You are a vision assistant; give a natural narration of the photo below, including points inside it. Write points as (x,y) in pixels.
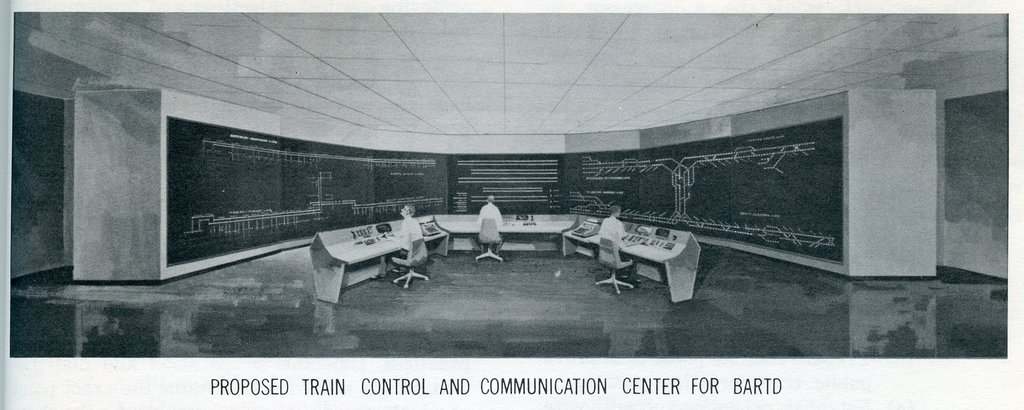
In this picture, we can see a poster (556,267) with some images like a few people (399,257) sitting in a chair (415,247), table (648,237), big screen (568,202), ground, roof (392,118), and the wall (161,200), and we can see some text (222,387) in the bottom side of the picture (356,387).
